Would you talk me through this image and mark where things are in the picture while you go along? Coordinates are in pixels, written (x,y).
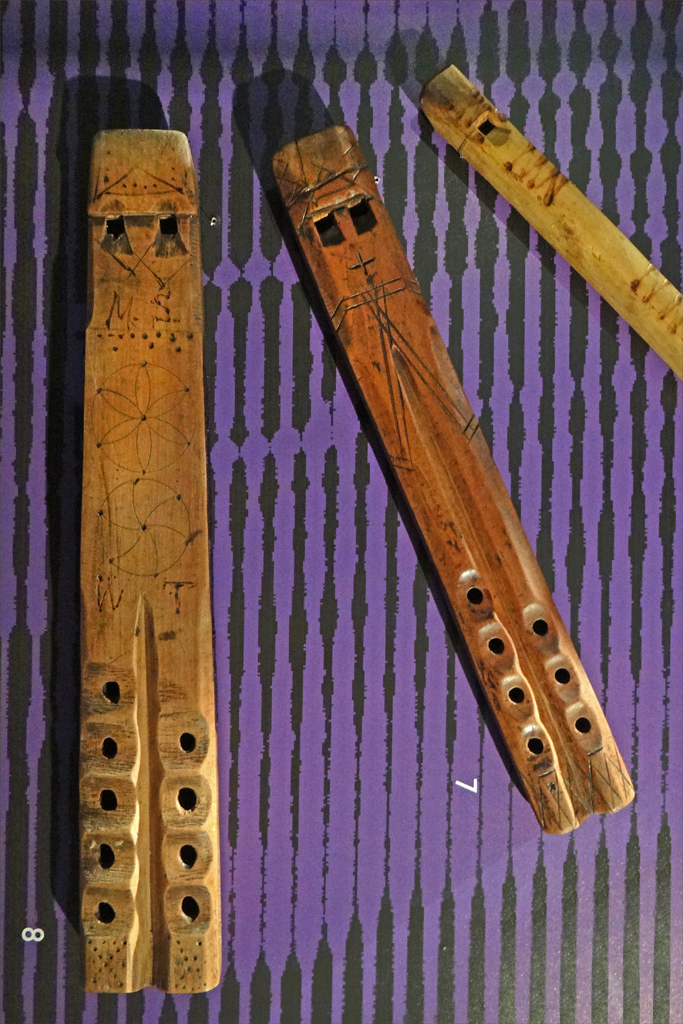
In this image I can see three flutes (416,435) placed on an object (355,607) which is violet in color and there are few black color lines (243,268) on this.
